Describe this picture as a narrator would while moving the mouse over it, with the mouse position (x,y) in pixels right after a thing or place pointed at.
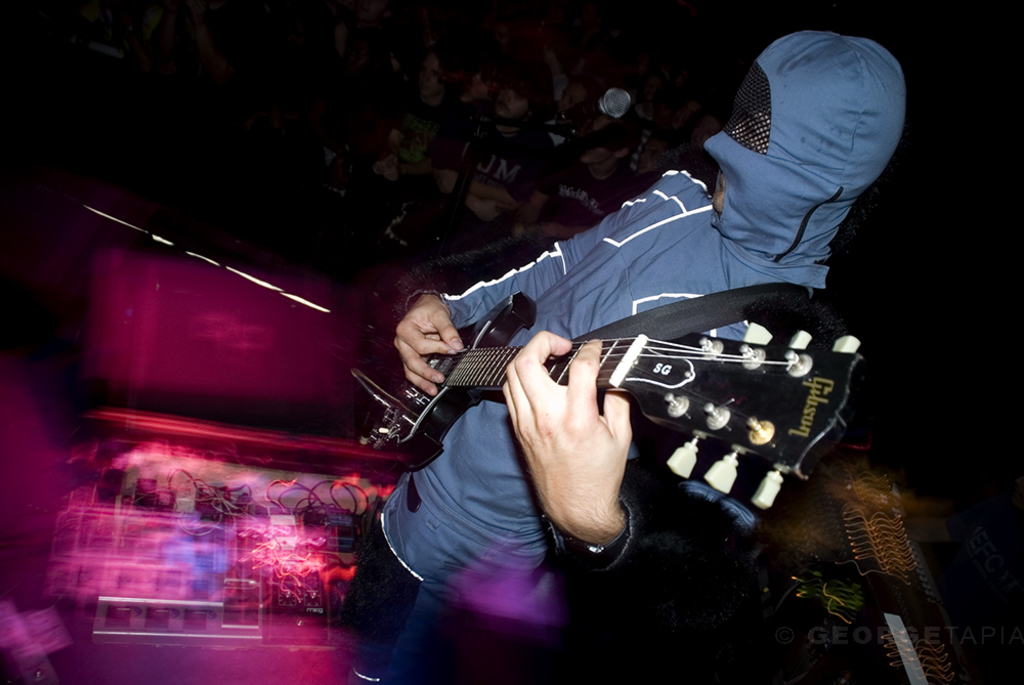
On the right side (766,291), there is a person (805,139) in blue color hoodie (650,256), standing, holding a guitar (783,407) and playing. On the right side (915,629), there is an object (860,496). On the left side (223,506), there are some objects (181,334). On the right side (913,605), there is an object (834,605). In the background (537,211), there are persons (483,139). And the background (108,91) is dark in color.
